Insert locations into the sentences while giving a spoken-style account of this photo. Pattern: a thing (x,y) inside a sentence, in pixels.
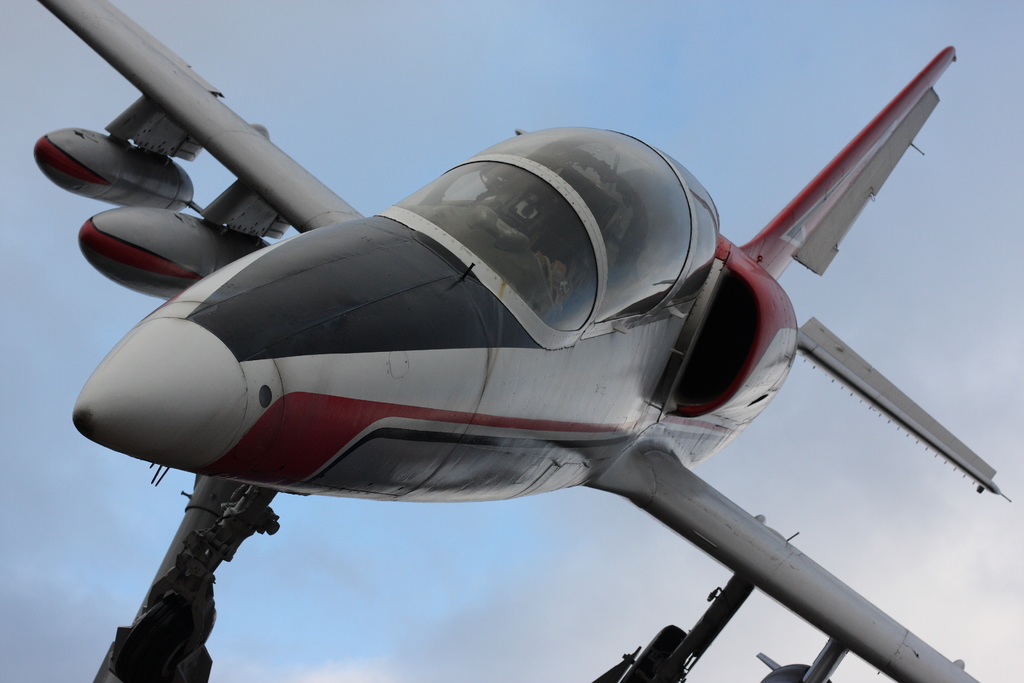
In this image we can see an airplane (527,398). In the background (490,586) there is sky (885,349).
